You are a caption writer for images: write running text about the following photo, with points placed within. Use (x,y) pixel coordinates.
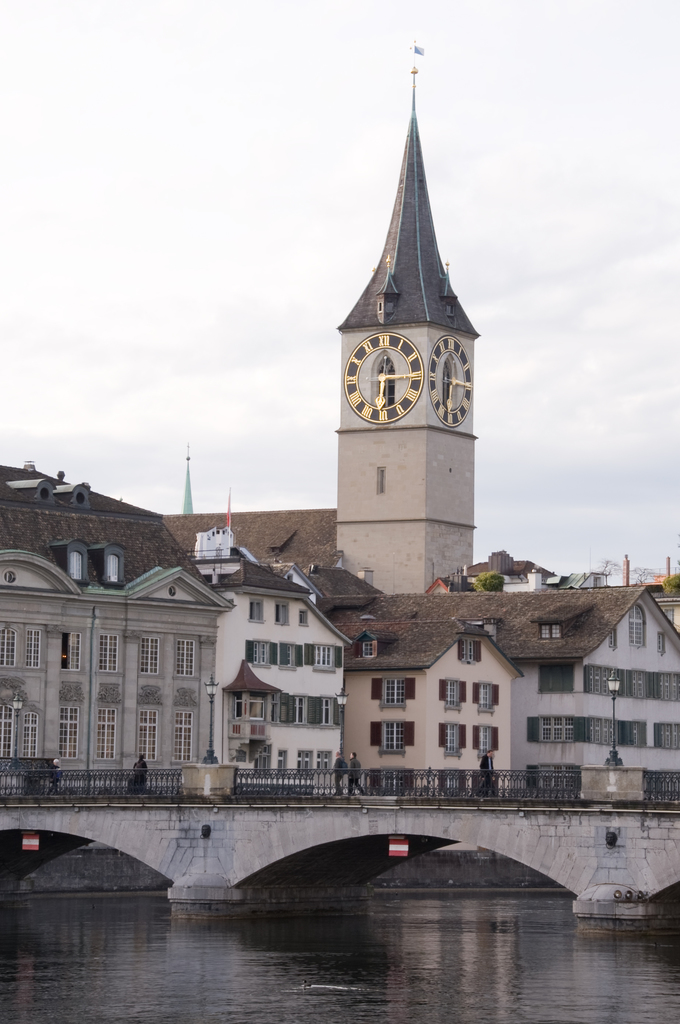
In this image I can see the water (444,950). In the background (500,806) I can see the bridge (541,840) and few persons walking on the bridge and I can also see few buildings (374,653) in white and cream color. In the background (308,271) I can see the clock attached to the building (374,450) and the sky (116,142) is in white color.
